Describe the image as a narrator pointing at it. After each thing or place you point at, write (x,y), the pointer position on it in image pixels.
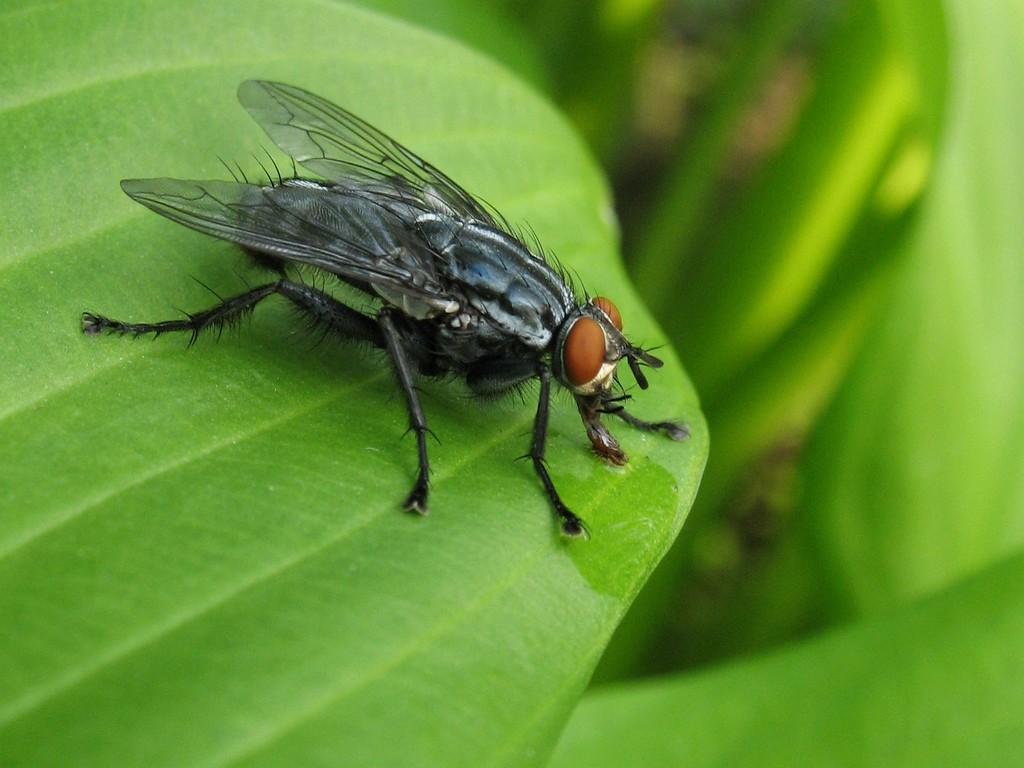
In this image we can see an insect (383,268) on the leaf (278,400) and the background (873,666) is blurred.
